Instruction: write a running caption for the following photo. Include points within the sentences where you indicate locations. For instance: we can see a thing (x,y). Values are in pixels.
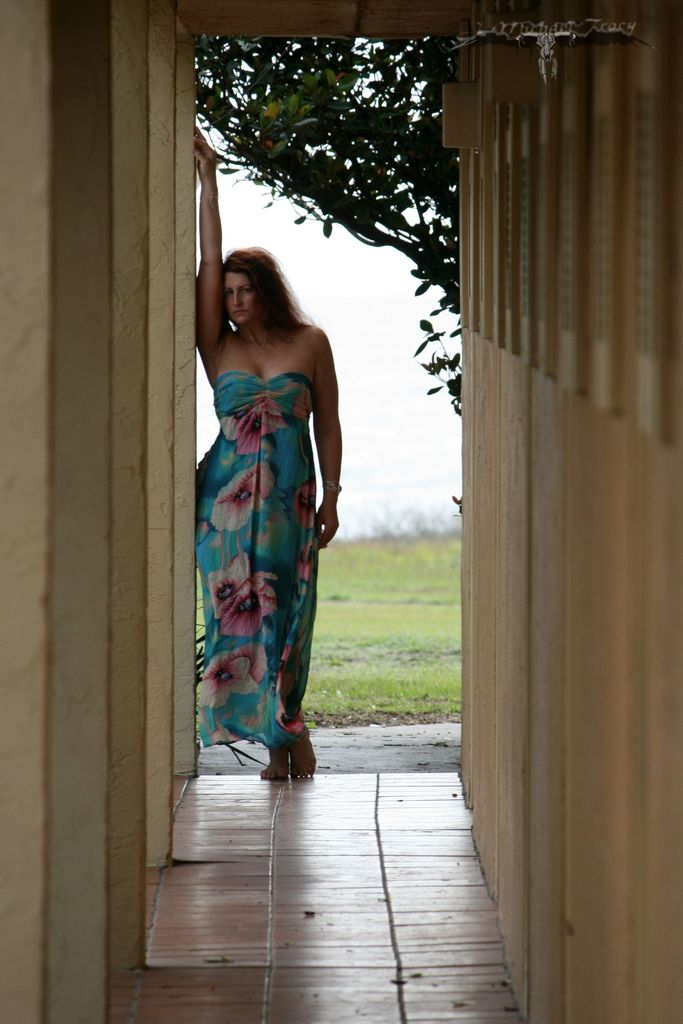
In the foreground (675,670) I can see a woman (302,729) is standing on the floor (342,801), wall (504,697), grass (428,643) and trees (448,364). In the background (372,438) I can see the sky (364,429). This image is taken may be during a day.
